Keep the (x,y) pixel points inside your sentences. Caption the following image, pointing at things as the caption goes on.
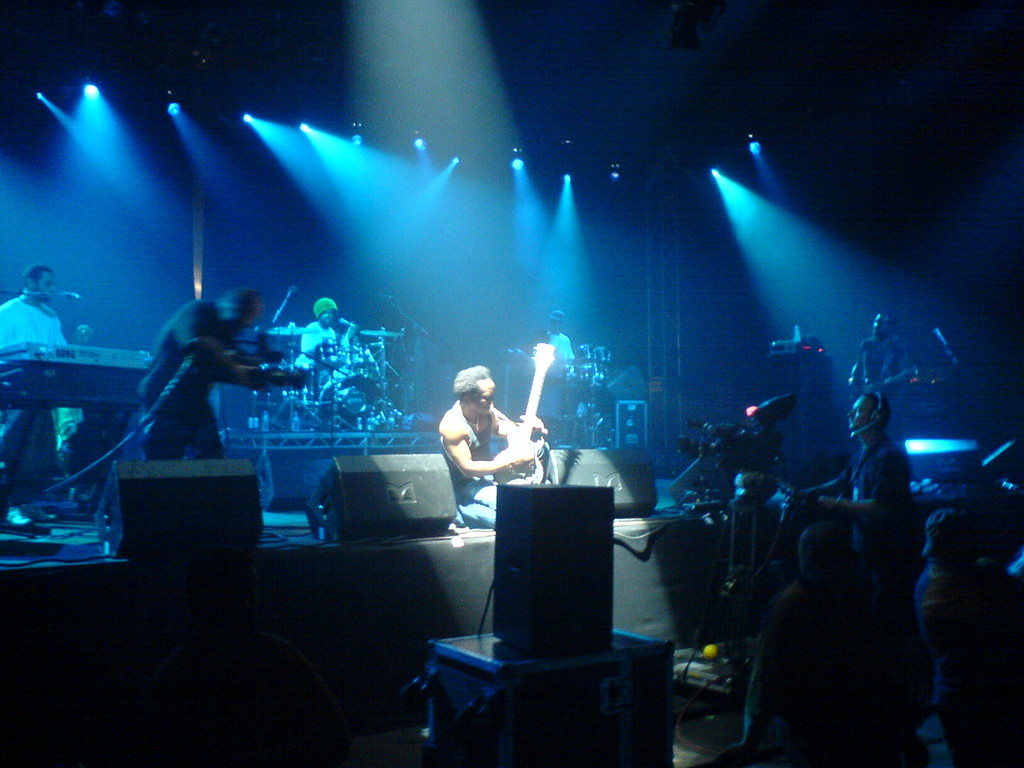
A rock band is performing in a concert in which a person (492,454) with a guitar (515,446) is sitting in the front (504,445) and a cameraman (865,507) is covering the event.
